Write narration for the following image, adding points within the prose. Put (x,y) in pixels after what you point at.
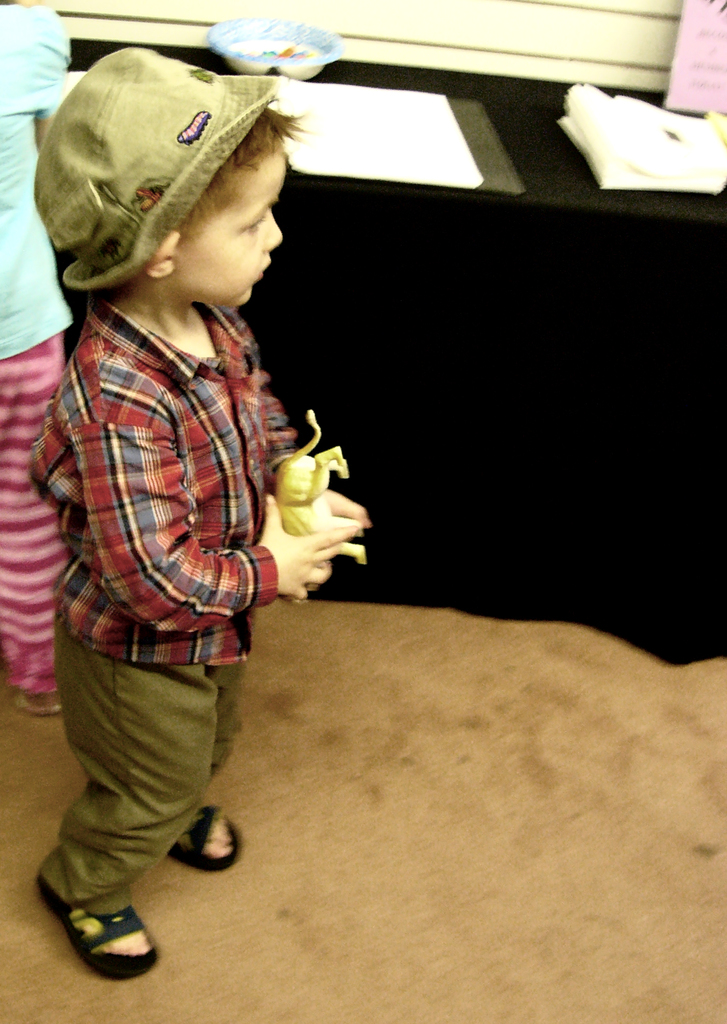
In the image we can see in front (97,98) there is a kid (174,643) standing and he is holding a toy (320,490) in his hand (272,539). He is wearing a cap (104,196) and there are papers (447,145) on the table (303,203). Beside there is another kid (26,515) who is standing.
